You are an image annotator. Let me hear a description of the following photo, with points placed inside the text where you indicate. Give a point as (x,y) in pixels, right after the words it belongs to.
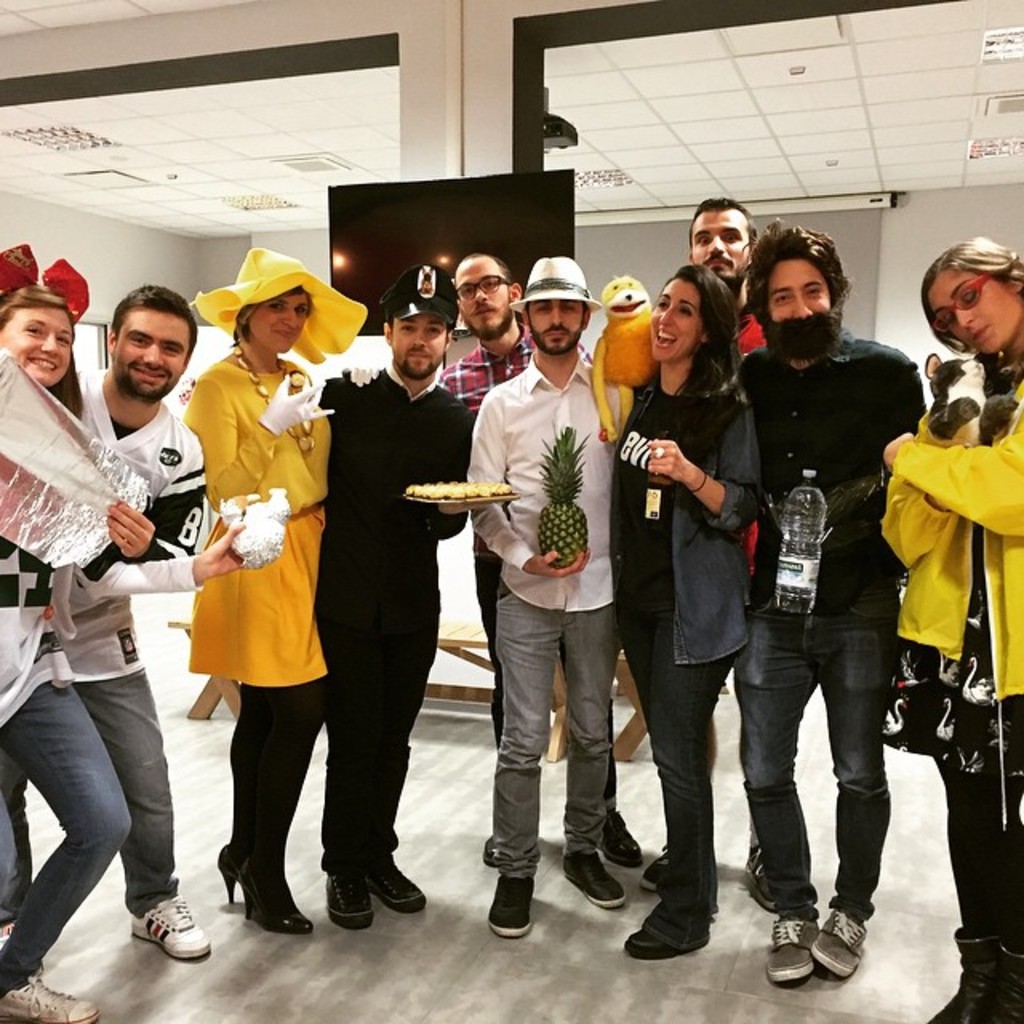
In this picture I can see group of people (779,970) standing, there are few persons (190,420) holding some objects (52,472), there is a television (549,187), projector screen (887,200), projector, there are lights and some other objects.
